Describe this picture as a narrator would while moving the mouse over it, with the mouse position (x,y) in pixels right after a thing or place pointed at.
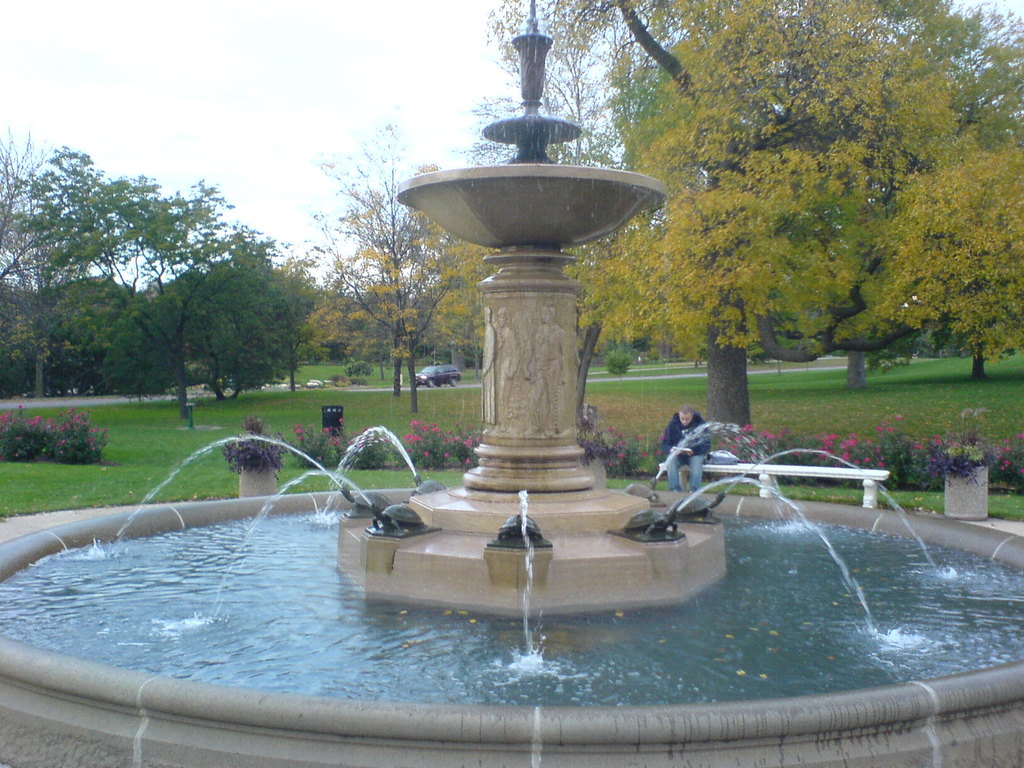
In this image I can see the fountain (517,556) which is brown in color and I can see some water (346,623) in the fountain (524,575). In the background (343,394) I can see a person (683,471) sitting on a white colored bench (751,467), few trees (764,301), few vehicles (438,369) on the road (377,389), some grass (163,460), few plants (94,432), a bin (327,415) which is black in color and the sky (264,112).
